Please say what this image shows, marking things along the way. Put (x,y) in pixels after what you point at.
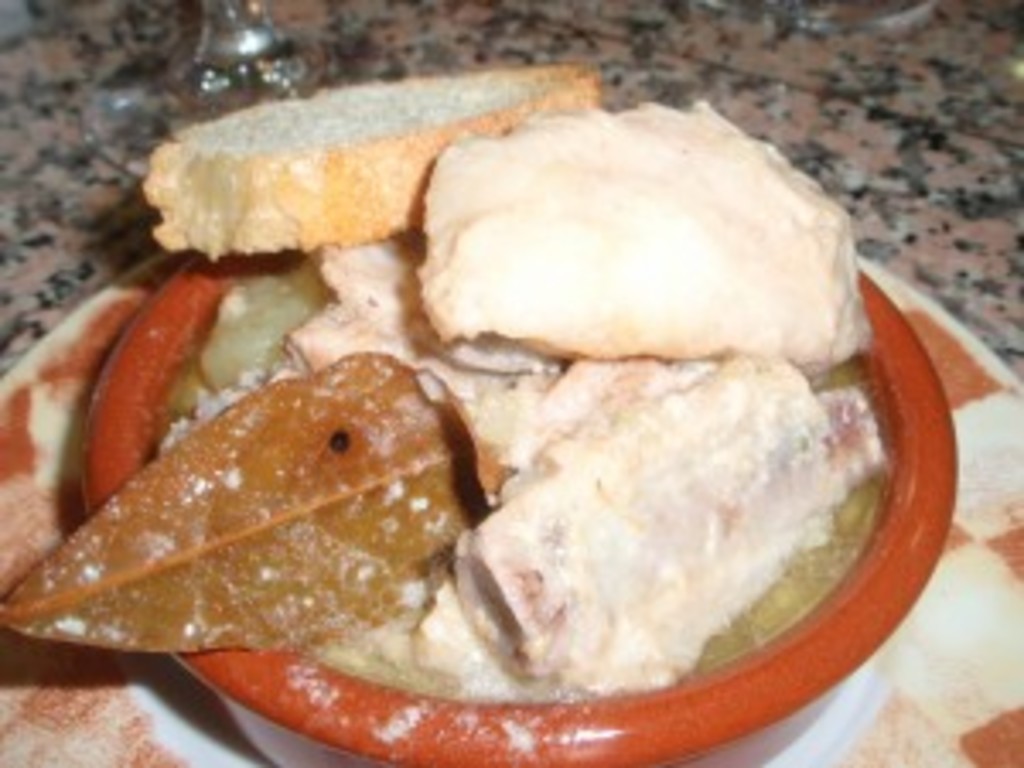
Here we can see a plate (984,641), bowl (891,627), and food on the platform (891,166).
